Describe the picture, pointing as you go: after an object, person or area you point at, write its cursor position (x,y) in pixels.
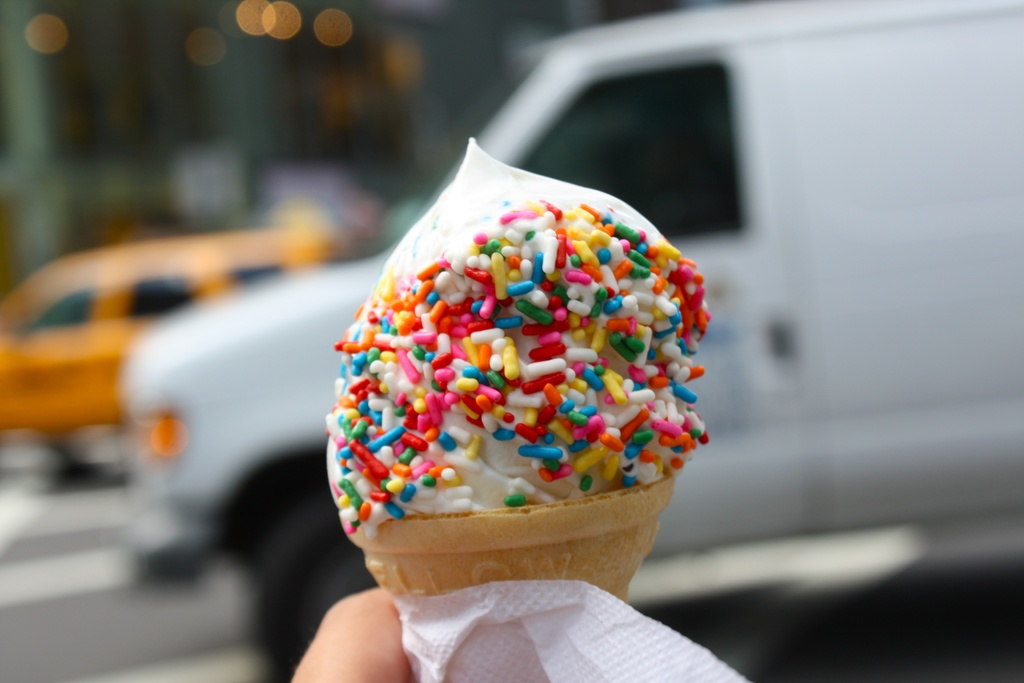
In this picture, we can see a person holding an ice cream (530,536) with tissue paper (492,592), we can see the blurred background (312,296) with vehicles (298,277), road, and some lights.
